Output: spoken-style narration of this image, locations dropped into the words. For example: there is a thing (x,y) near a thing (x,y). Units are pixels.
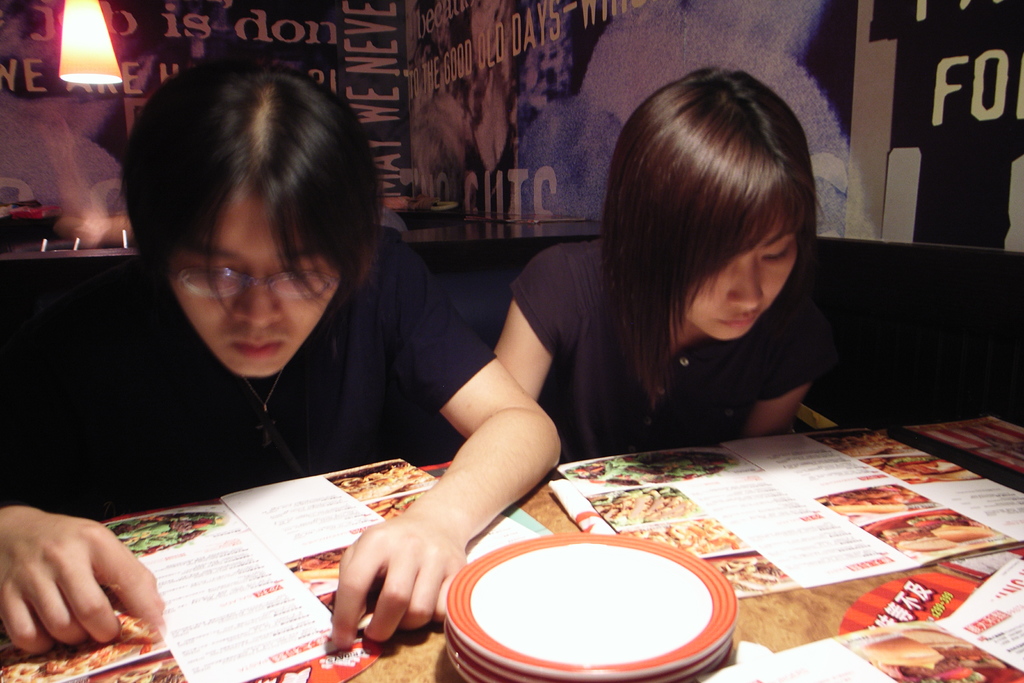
In the foreground (250,365), I can see two persons (357,420) are sitting on the chairs (985,365) in front of a table (812,620), on which I can see some papers (500,530) and plates (608,643). In the background (980,204), I can see posters (545,109) on a wall (351,71) and a cabinet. This picture might be taken in a hall (598,524).
